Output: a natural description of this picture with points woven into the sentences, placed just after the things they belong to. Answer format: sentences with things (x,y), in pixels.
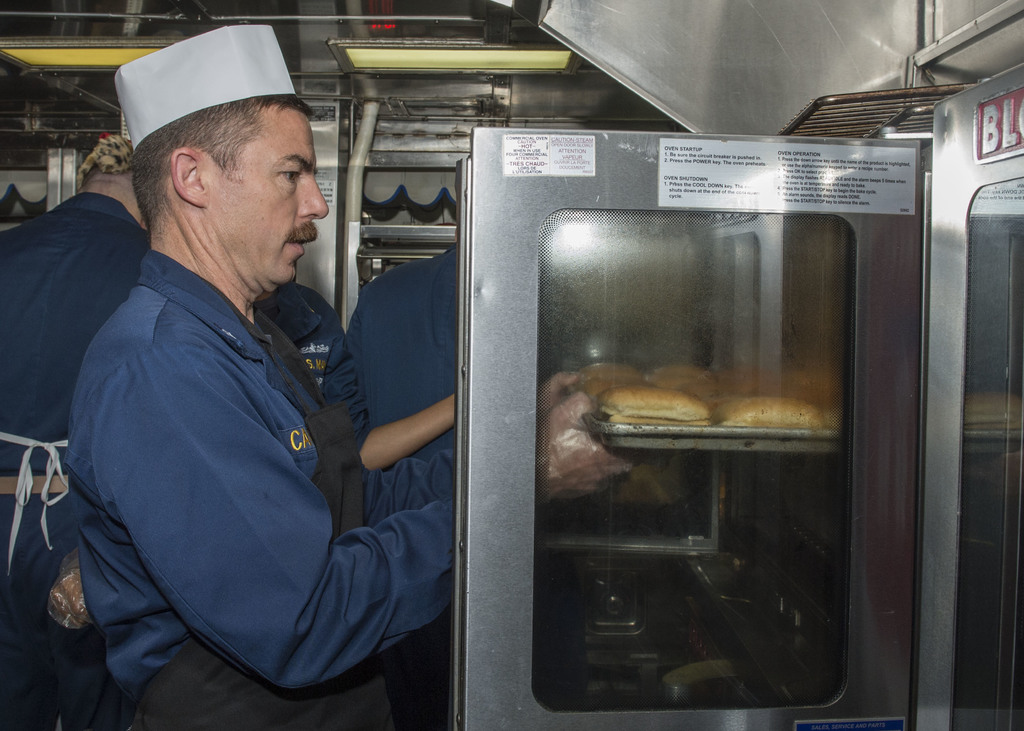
This image consists of a man (191,477) holding a tray (746,441) of buns (761,424). He is wearing blue dress (218,620). In the background (4,424), there are many people (396,380). To the right (776,463), there is an oven (716,511).
